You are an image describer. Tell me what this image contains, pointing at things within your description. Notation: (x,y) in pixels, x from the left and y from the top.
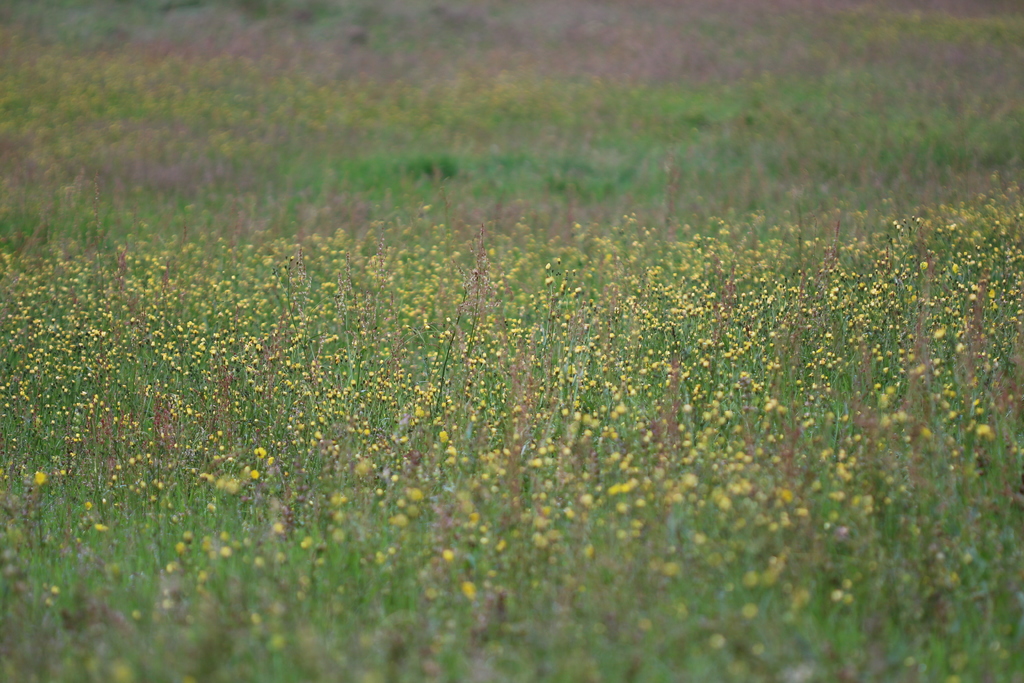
At the bottom of this image (809,550), there are plants (414,365) having flowers (759,301). And the background (880,64) is blurred.
